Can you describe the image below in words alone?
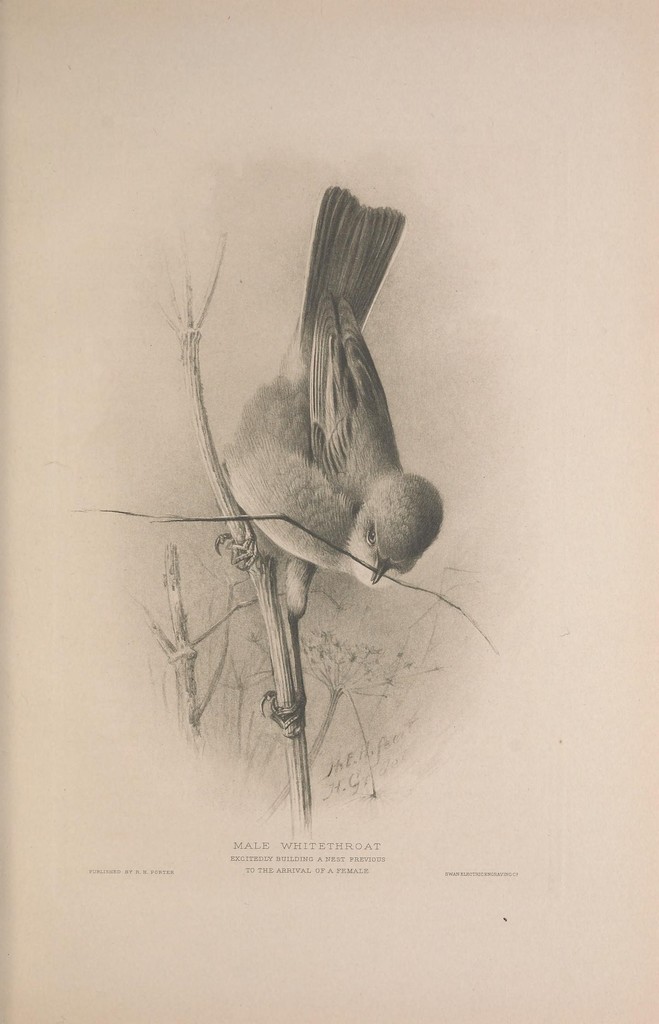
In the picture we can see a sketch drawing of a bird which is standing on the stem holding it.
